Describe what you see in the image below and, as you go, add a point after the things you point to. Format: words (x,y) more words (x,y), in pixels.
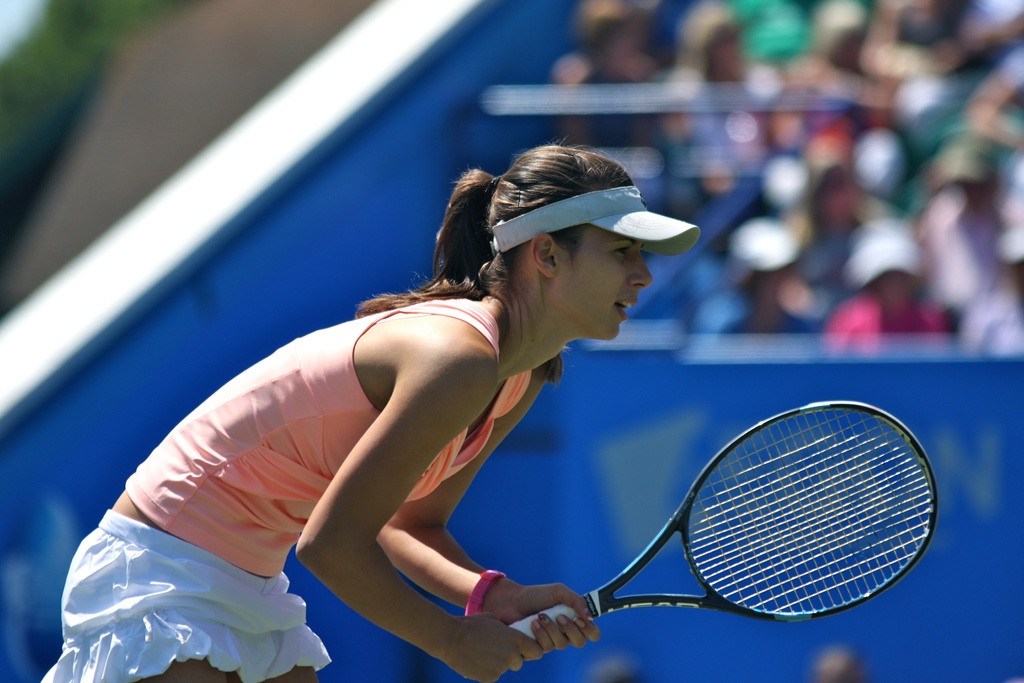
In front of the picture, we see a woman (284,440) is holding a racket (768,613) in her hands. She might be playing the tennis. On the right side (763,384), we see a blue color board (790,365) and the people (944,238) are sitting on the chairs (931,135). In the background (112,145), it is in green, grey and blue color. This picture is blurred in the background (775,234). This picture might be clicked in the tennis court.
